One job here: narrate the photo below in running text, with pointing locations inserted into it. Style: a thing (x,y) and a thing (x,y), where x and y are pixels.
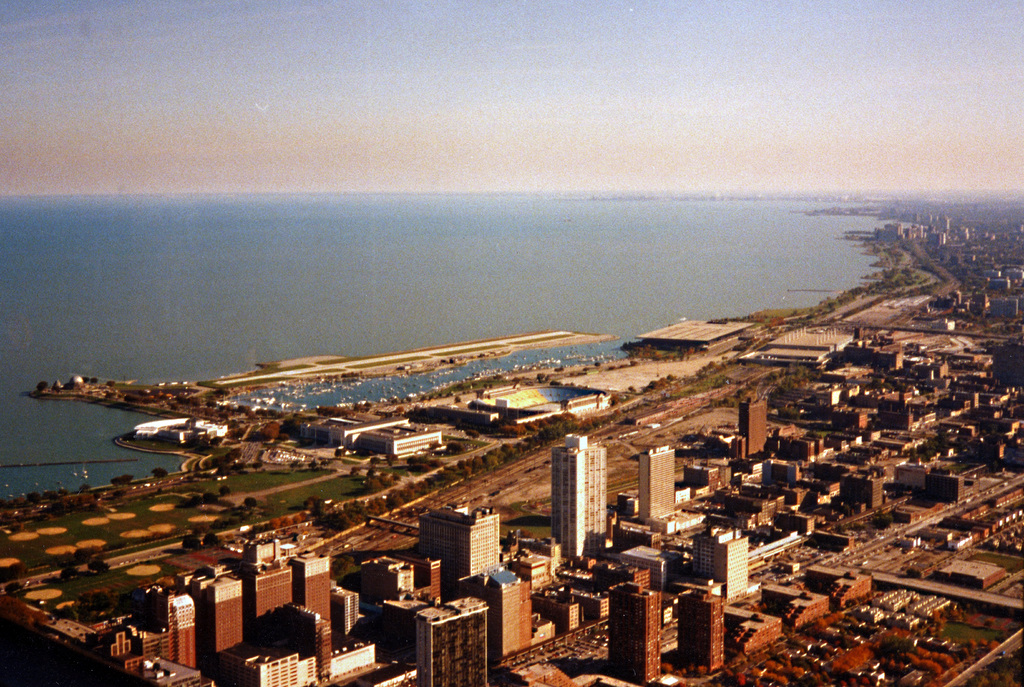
In this image I can see number of buildings (662,538) which are brown, cream and white in color, few roads (898,537), some grass (291,500) on the ground (280,499) and the water (325,279). I can see few boats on the surface of the water (392,265) and in the background (489,104) I can see the sky (583,63).
